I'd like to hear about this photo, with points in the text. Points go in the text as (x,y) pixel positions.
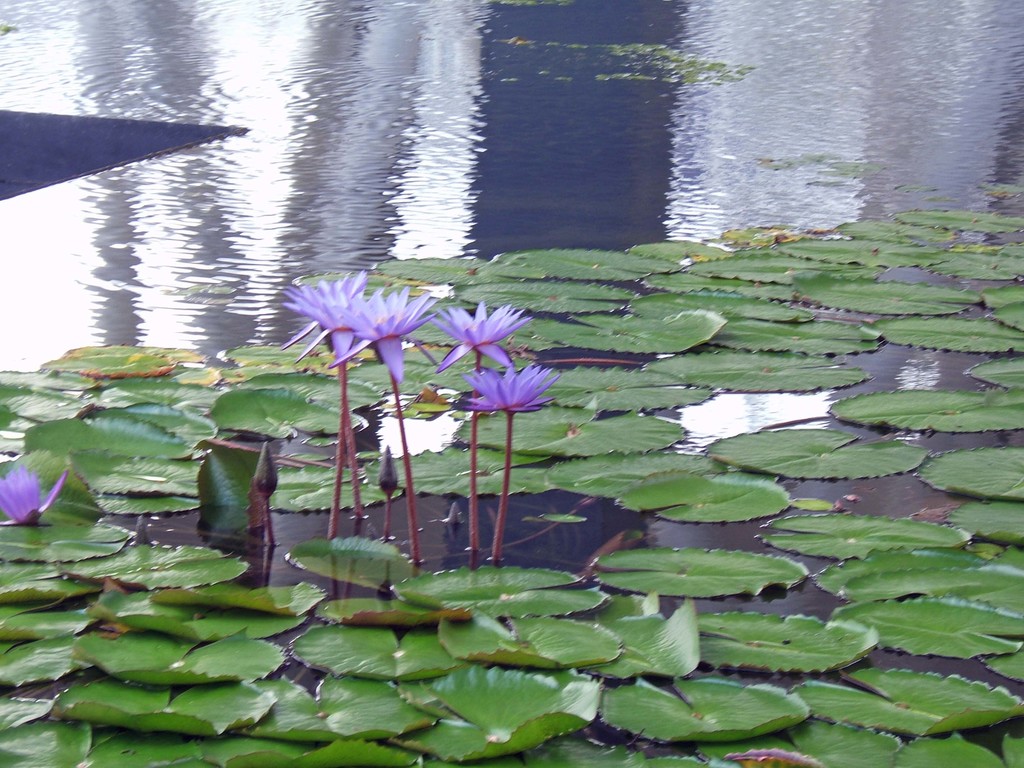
This picture shows water (472,234) and we see few leaves (608,376) and few lotus flowers (406,468) in the water (608,510). Flowers (408,499) are violet in color.
